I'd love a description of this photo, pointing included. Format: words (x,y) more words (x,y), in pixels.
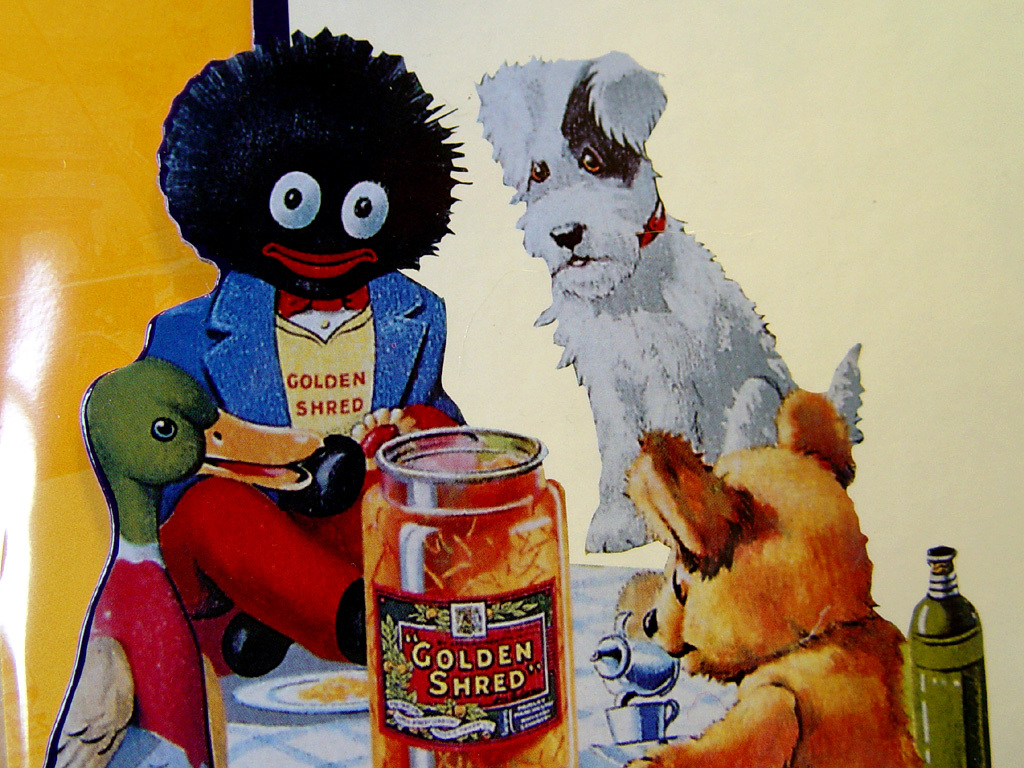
In this picture I can see the depiction of a duck (217,437), a teddy bear (683,530), a dog (650,377) and a person (274,302) and I see table (315,740), on which there is a plate (346,708) and I see that, the bear (751,572) is holding a kettle (653,652) and a cup (622,714). In the front (483,570) I can see a jar (507,594) and a bottle (963,695) and on the jar (523,580) I see something is written. In the background (70,539) I can see the wall (70,539).
